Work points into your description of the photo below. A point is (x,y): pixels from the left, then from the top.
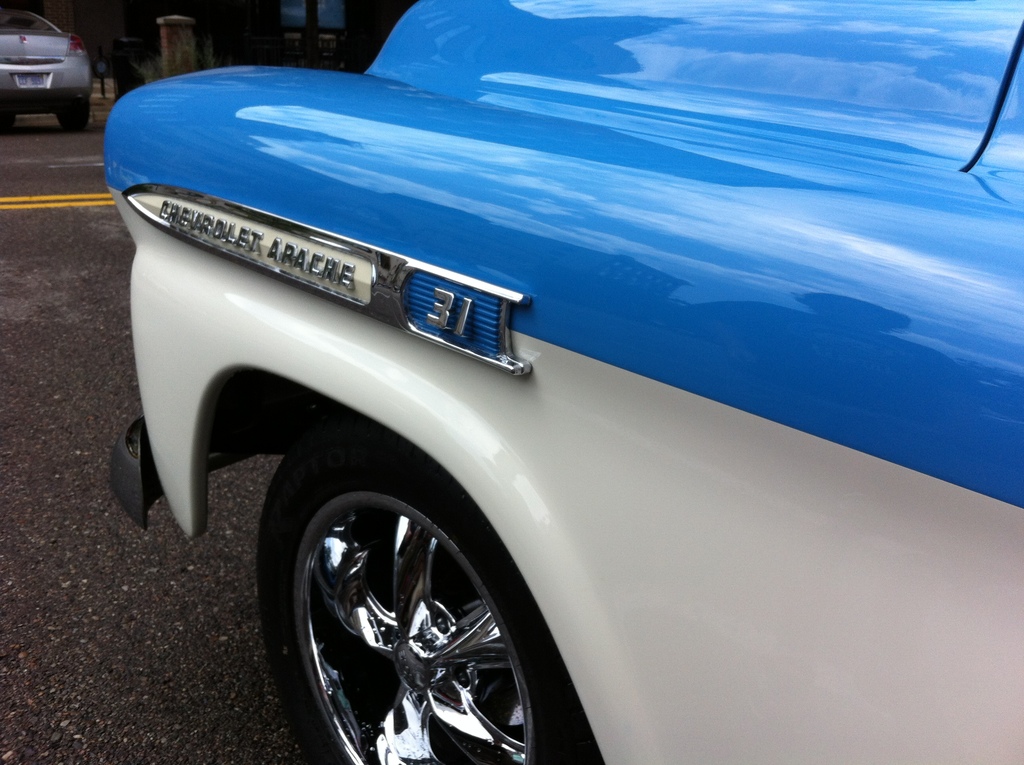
In this picture we can see vehicles (56,77) on the road (107,397) and in the background (219,44) we can see some objects (123,42).
